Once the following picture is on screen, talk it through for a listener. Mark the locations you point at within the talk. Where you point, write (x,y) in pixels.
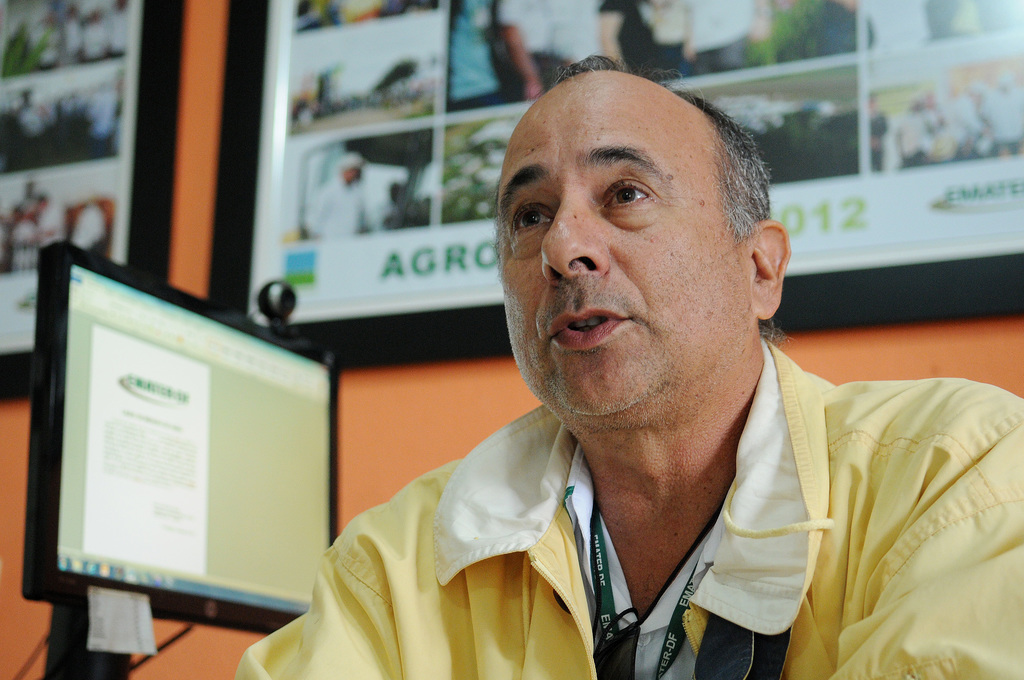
In this picture there is a man (492,590) with yellow jacket (339,643) is sitting. On the left side of the image (39,511) there is a computer (56,270) and there is text (149,470) on the screen (201,441). At the back (162,141) there are frames (162,18) on the wall (192,30). On the frames (438,122) there are pictures (383,65) of group of people (484,81) and there is text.
